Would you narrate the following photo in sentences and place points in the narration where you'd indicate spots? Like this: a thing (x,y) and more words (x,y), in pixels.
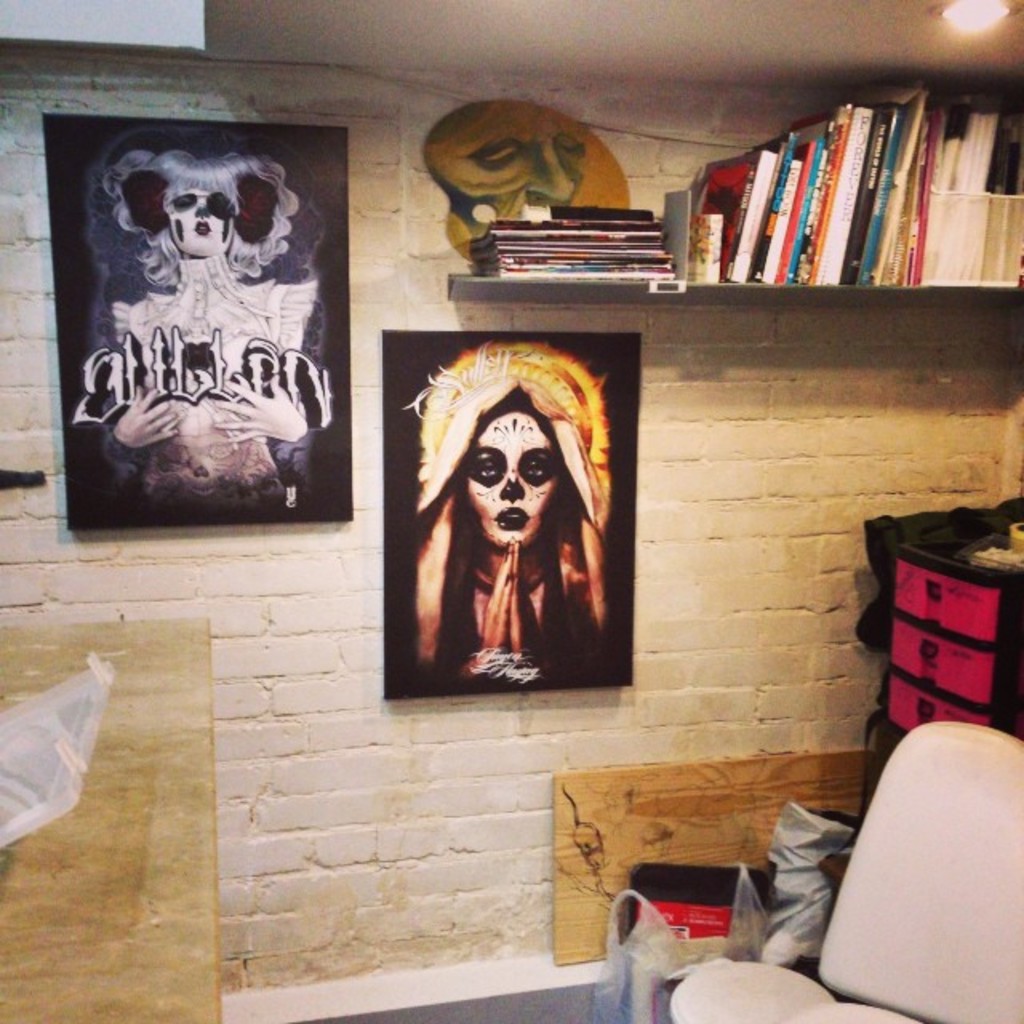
In the picture we can see a wall (372,778) with some paintings (124,247) and above it we can see a rack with some books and to the ceiling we can see a light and to the floor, we can see a chair (900,806) which is white in color and besides we can see some things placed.
